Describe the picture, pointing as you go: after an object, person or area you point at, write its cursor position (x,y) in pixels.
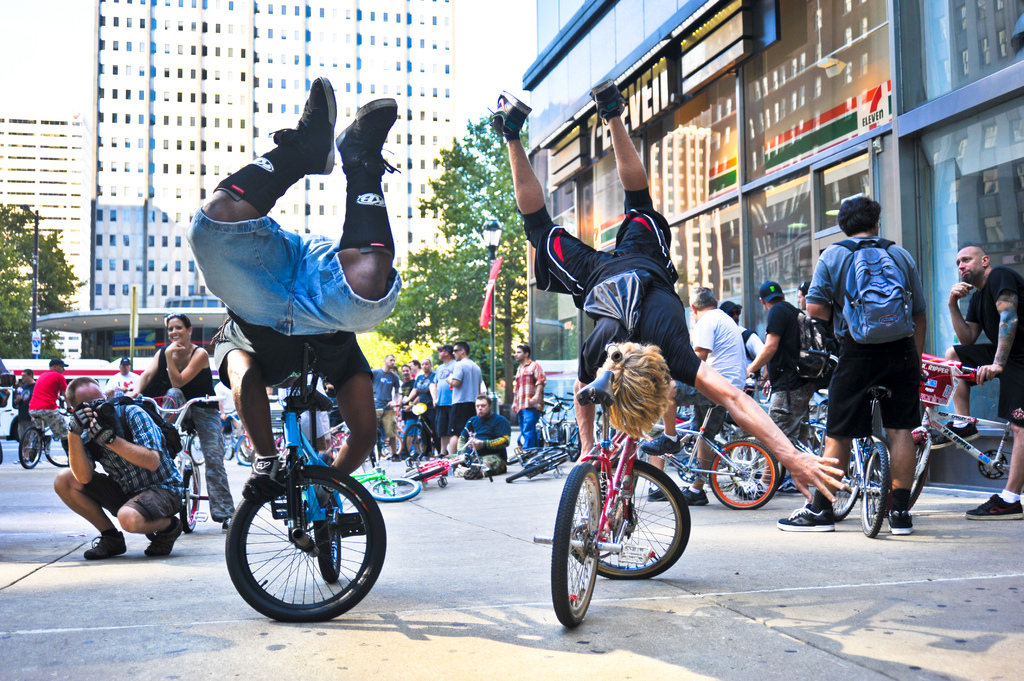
In this picture we can see some people (479,386) standing in the background (840,401), there are some bicycles (608,457) here, this person (897,355) is carrying a bag (899,333), a man (161,508) on the left side (143,493) is holding a camera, in the background (683,135) there are some buildings (690,115), we can see trees (12,272) here, there is a pole (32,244) here.
